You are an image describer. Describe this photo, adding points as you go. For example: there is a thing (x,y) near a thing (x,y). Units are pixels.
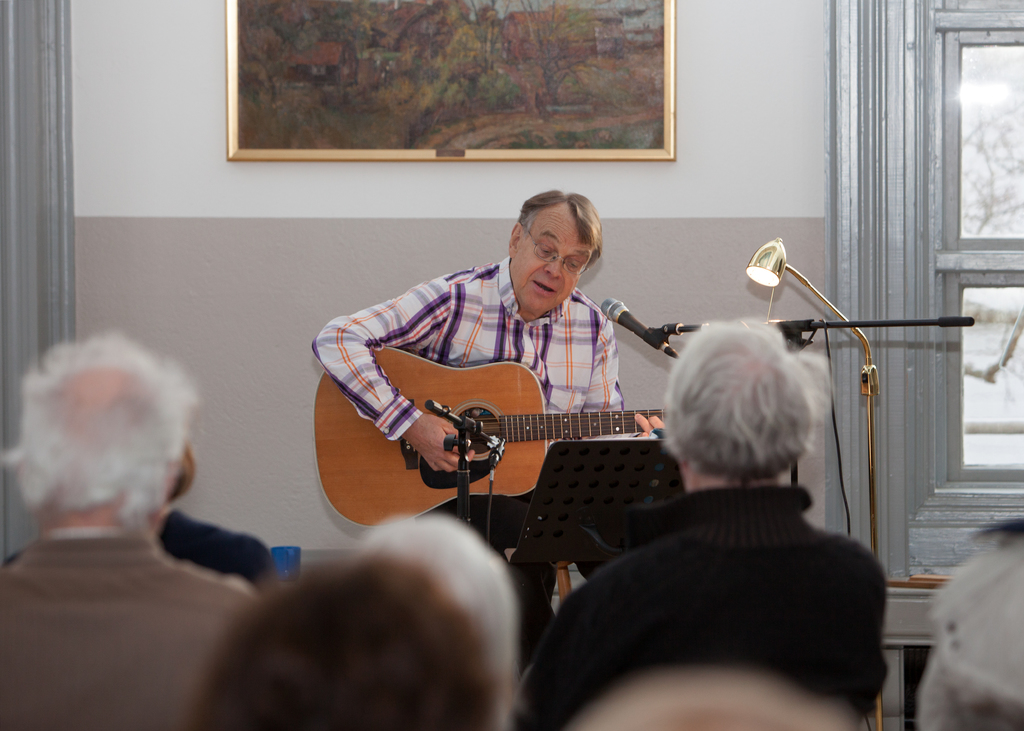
As we can see in the image, there a wall (127,129), photo frame (286,129), door (903,262), light (768,279), mike (641,332) and a man (523,289) sitting over here and there is a guitar (489,463) in his hand (428,448) and there are few people (274,611) over here.
